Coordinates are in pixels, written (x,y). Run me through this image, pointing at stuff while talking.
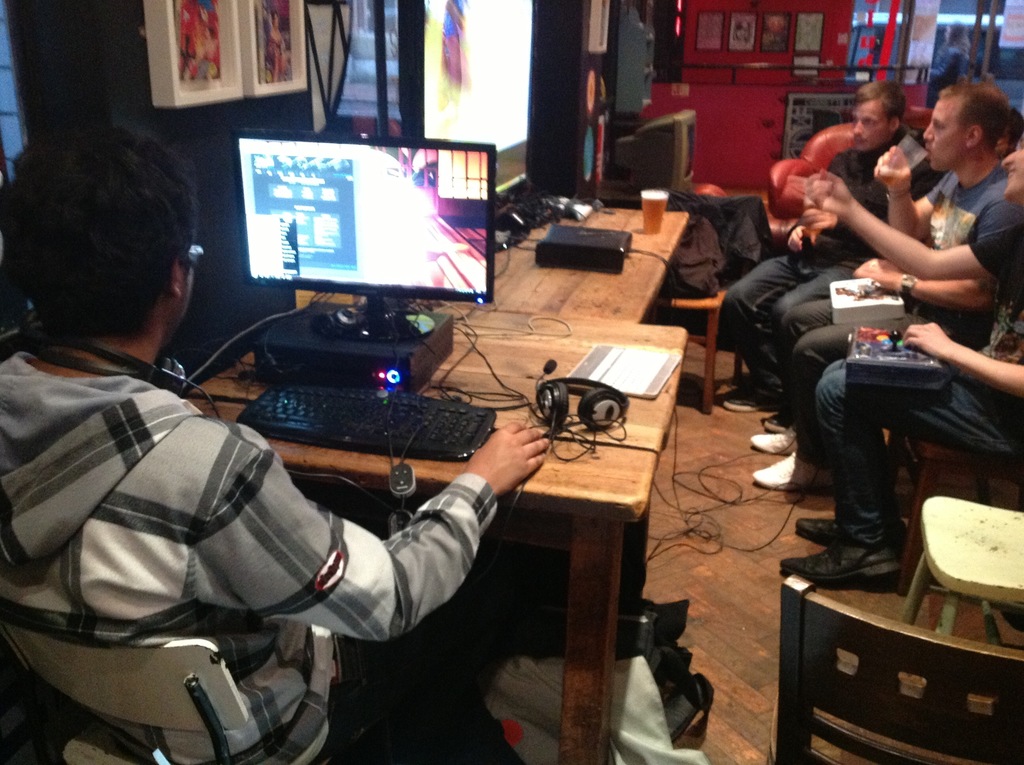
In the image we can see there are people (71,440) who are sitting on chair (1017,573).
